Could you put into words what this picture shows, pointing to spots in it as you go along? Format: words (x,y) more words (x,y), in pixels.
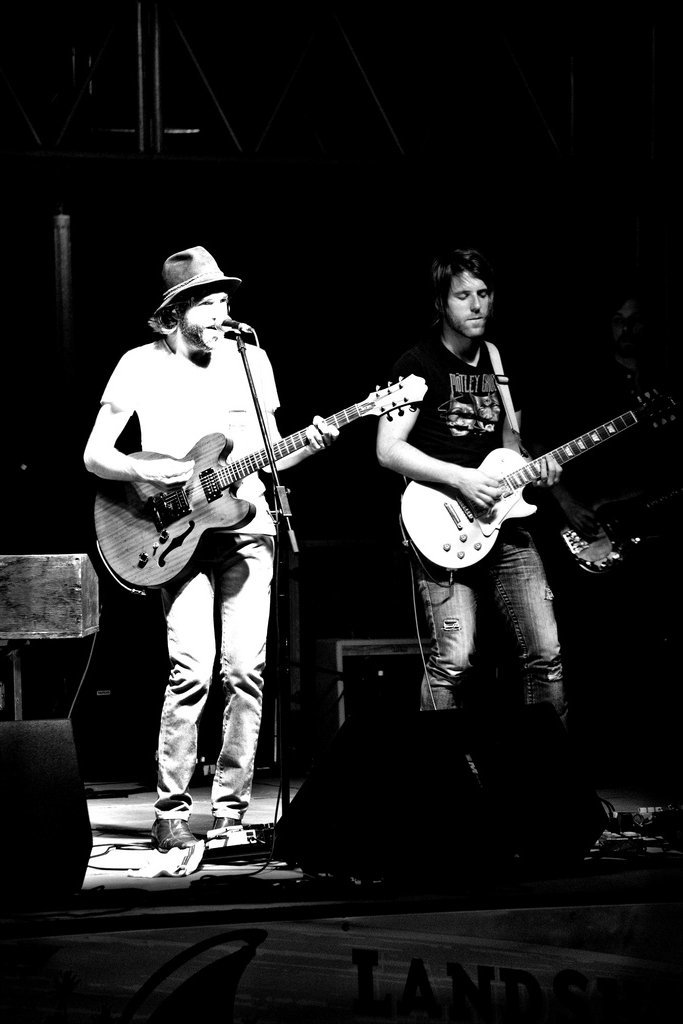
In this picture there are two people (243,441), those who are playing the guitar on the stage (260,884) and there is a mic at the center of the image (282,624), there is a speaker (409,714) at the center of the image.
